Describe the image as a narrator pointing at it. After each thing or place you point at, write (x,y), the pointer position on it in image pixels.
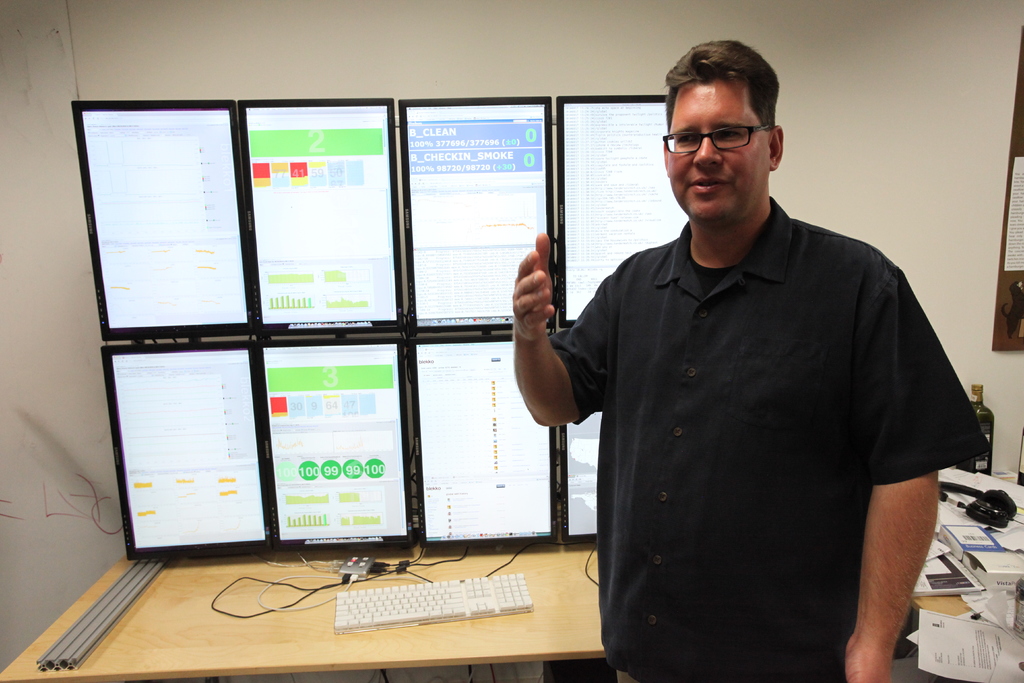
In this a person (811,300) stand on right side (769,402) and wearing a spectacles (740,142) and on the right side (937,609) there is a table (954,610), on the table (937,609) there are the ear phones (996,518) and there are some books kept on that, there is a bottle (992,412). And on the middle (374,425) there is table (248,589) and some screens (260,367) are visible and there is a key pad (378,606) on the table (384,635) and there is a some rods (90,643) kept on the table (61,630).
